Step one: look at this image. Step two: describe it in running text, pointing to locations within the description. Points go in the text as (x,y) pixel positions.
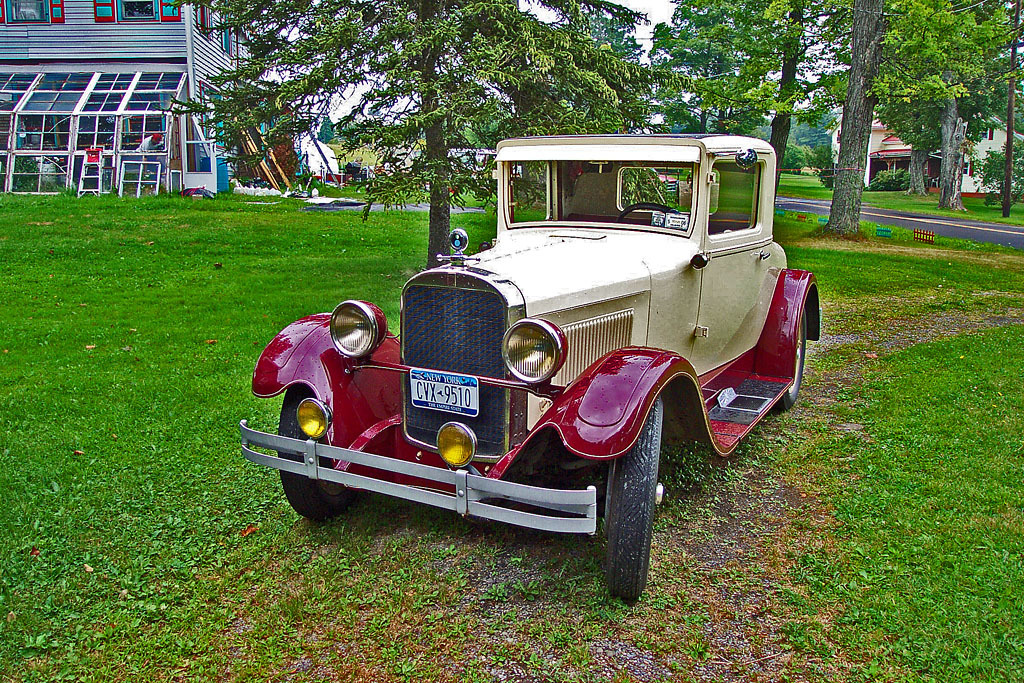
There is a car (423,365) with a number plate (431,376) on a grass lawn (252,412). There are trees (777,106) and a road (906,215). In the back (96,100) there is a building (129,58) with windows (65,86). Also there is another building (883,144) in the background (872,155).
